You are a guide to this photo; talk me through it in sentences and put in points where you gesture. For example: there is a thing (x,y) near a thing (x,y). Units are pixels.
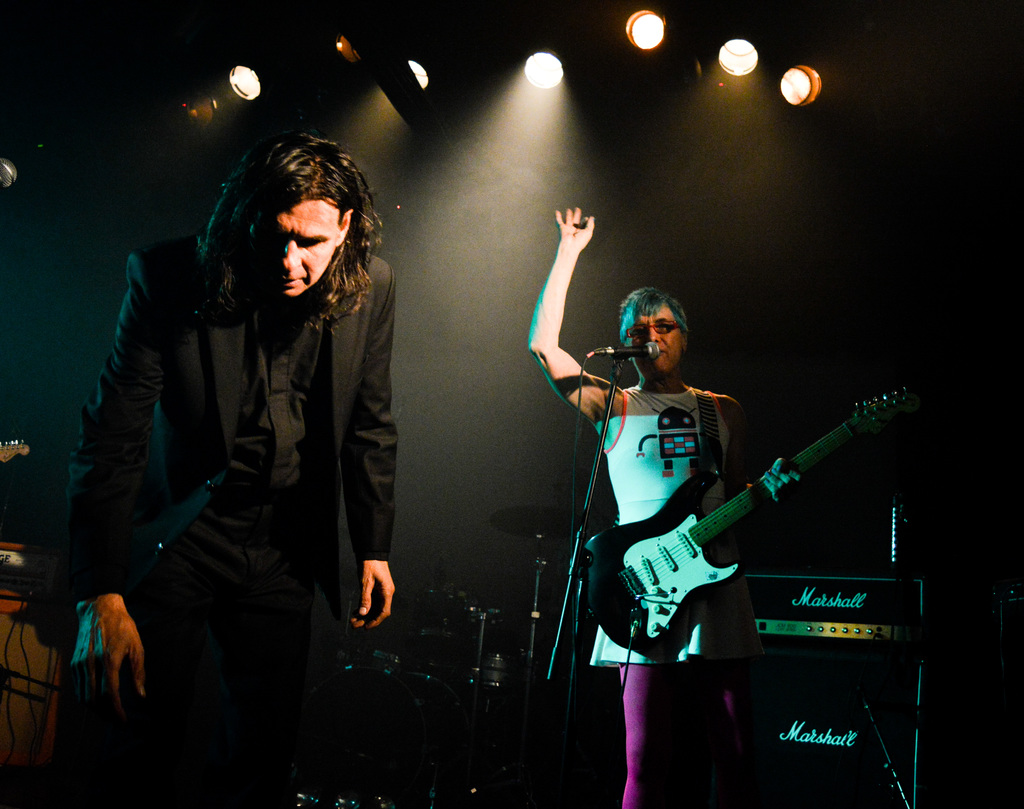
In this picture there is a lady (651,321) at the right side of the image (715,523) holding a guitar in her hand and there is a mic (624,356) in front of her, there is a man (345,168) who is bending at the left side of the image (326,178) and there are spotlights (818,74) above the area of the image.
